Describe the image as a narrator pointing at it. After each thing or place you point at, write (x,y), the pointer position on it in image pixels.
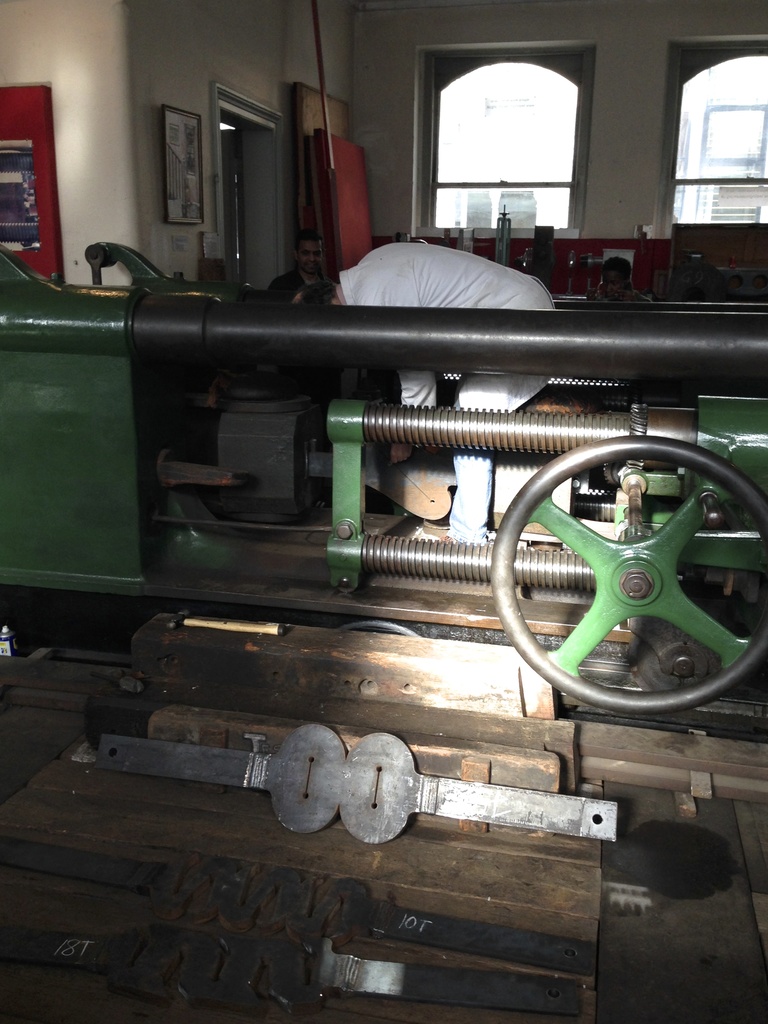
There is a man (467,289), we can see machine (566,595), wheel (585,463) and few objects (202,624). In the background (48,168) we can see board (316,210) and frame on the wall (226,48), windows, people (615,280) and few objects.
